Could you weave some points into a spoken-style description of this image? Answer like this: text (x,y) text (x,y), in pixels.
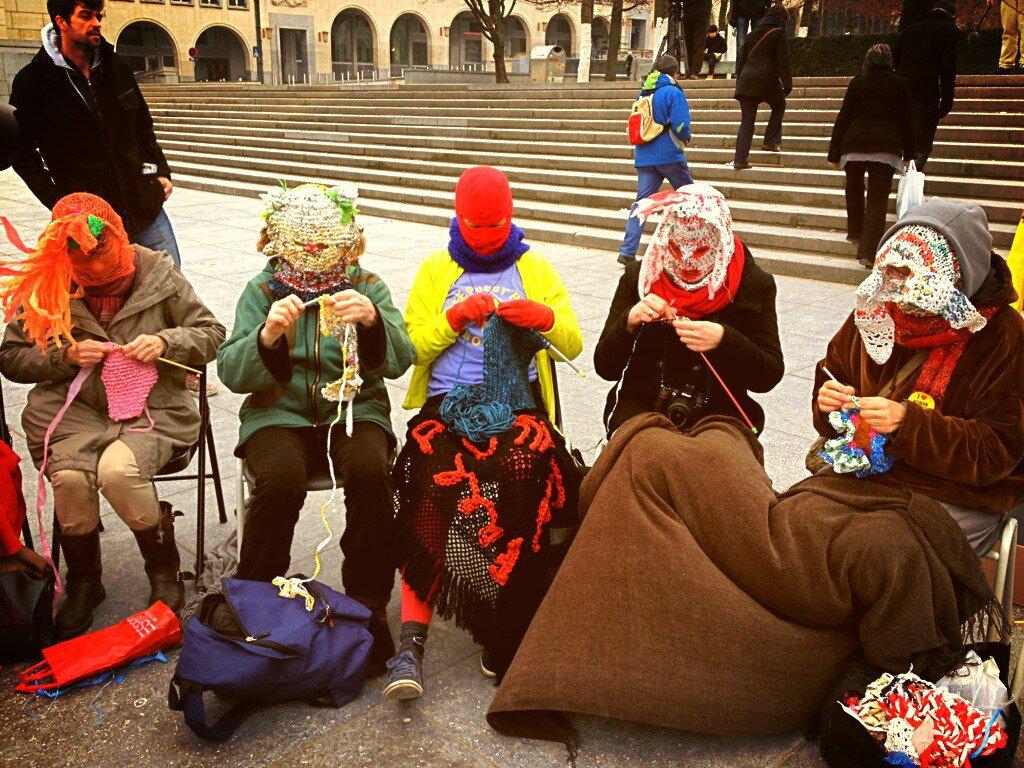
This is an outside view. Here I can see few people (256,324) wearing masks (324,267) to their faces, holding some threads (133,373) in their hands (827,404) and looking at the threads (121,366). At the bottom (220,688) there are few bags (290,635) and some other objects (105,675) placed on the ground (153,703). At the back of these people (13,507) there is a man (76,112) standing and looking at these people (422,308). On the right side (876,115) few people (766,134) are climbing the stairs (623,96). At the top of the image (392,30) there are buildings (464,34), trees (495,30) and poles (256,15).
